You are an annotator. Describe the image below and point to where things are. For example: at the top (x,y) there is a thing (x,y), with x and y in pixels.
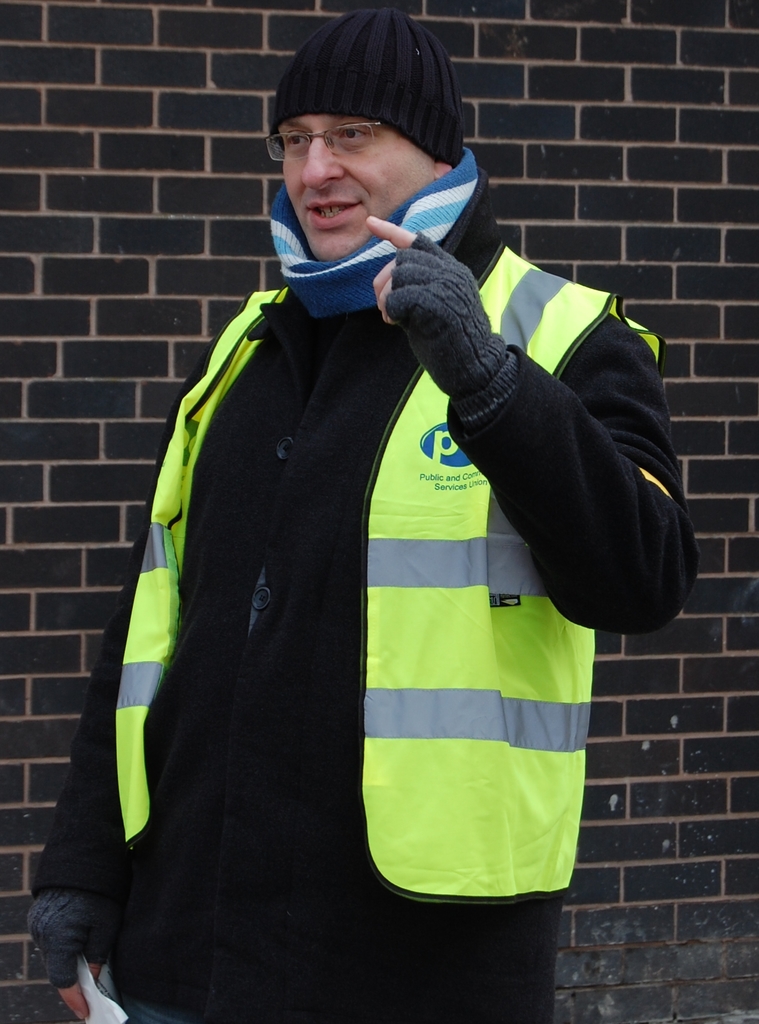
In this image, I can see a man (282,688) standing with spectacles (327,140), a cap (396,83), radium jacket (450,699) and hand gloves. In the background (145,35), there is a wall (720,439).
